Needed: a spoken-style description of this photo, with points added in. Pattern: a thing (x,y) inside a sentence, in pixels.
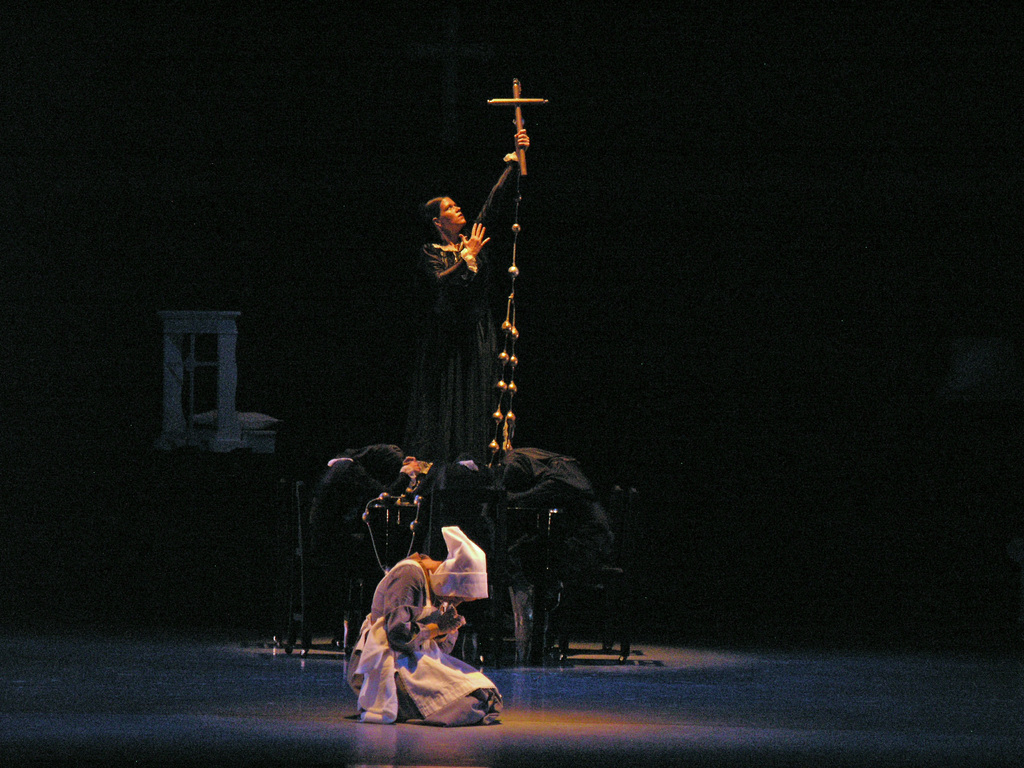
In this image we can see people (466,462). The lady (474,450) standing in the center (442,310) is holding a cross (523,170). At the bottom (428,740) there is a floor (452,744).
